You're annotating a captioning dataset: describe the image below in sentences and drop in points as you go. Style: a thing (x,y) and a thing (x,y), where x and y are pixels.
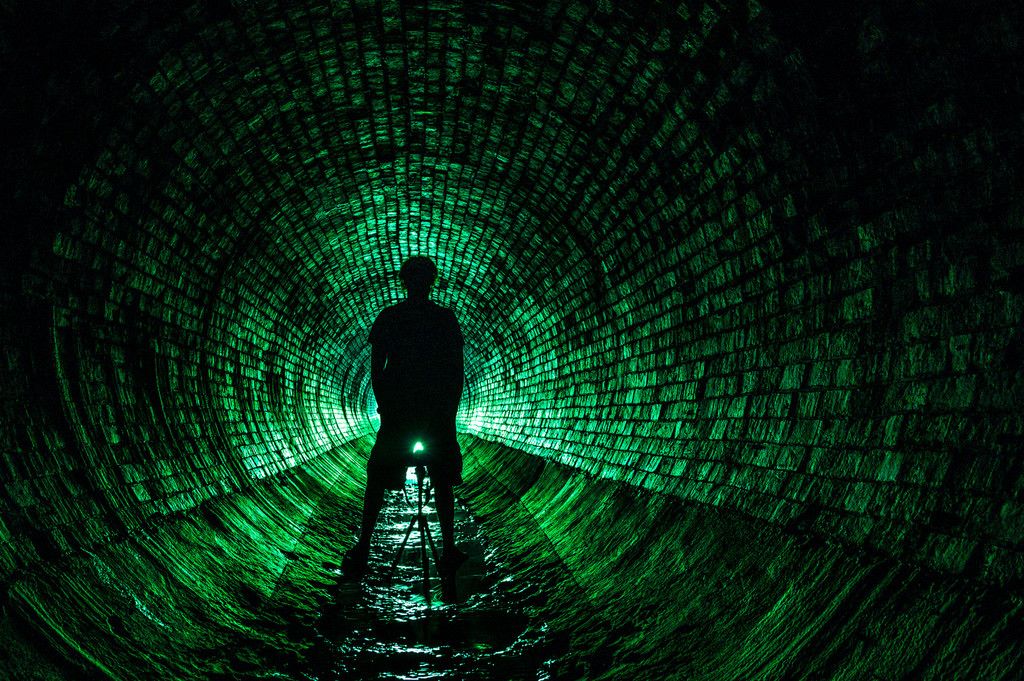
In the center of the image (562,286) there is a brick wall (702,289), light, one stand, one person (427,400) standing, water (462,620) and a few other objects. And we can see the background (515,179) is in green color.
